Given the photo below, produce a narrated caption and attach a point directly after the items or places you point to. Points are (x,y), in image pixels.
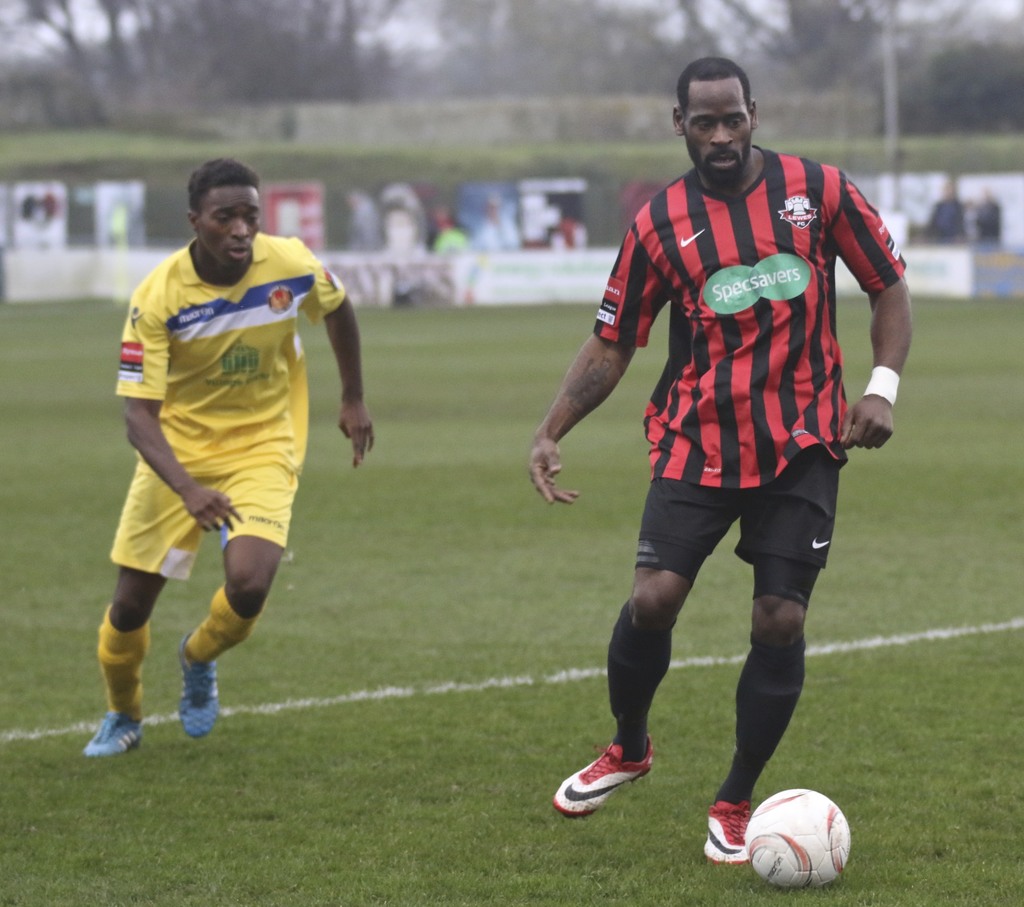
In this image we can see the two players (753,103) on the ground (562,727). We can also see the ball (826,844). In the background (140,252) we can see the hoardings (496,275), trees (836,64) and also some persons (448,238).
